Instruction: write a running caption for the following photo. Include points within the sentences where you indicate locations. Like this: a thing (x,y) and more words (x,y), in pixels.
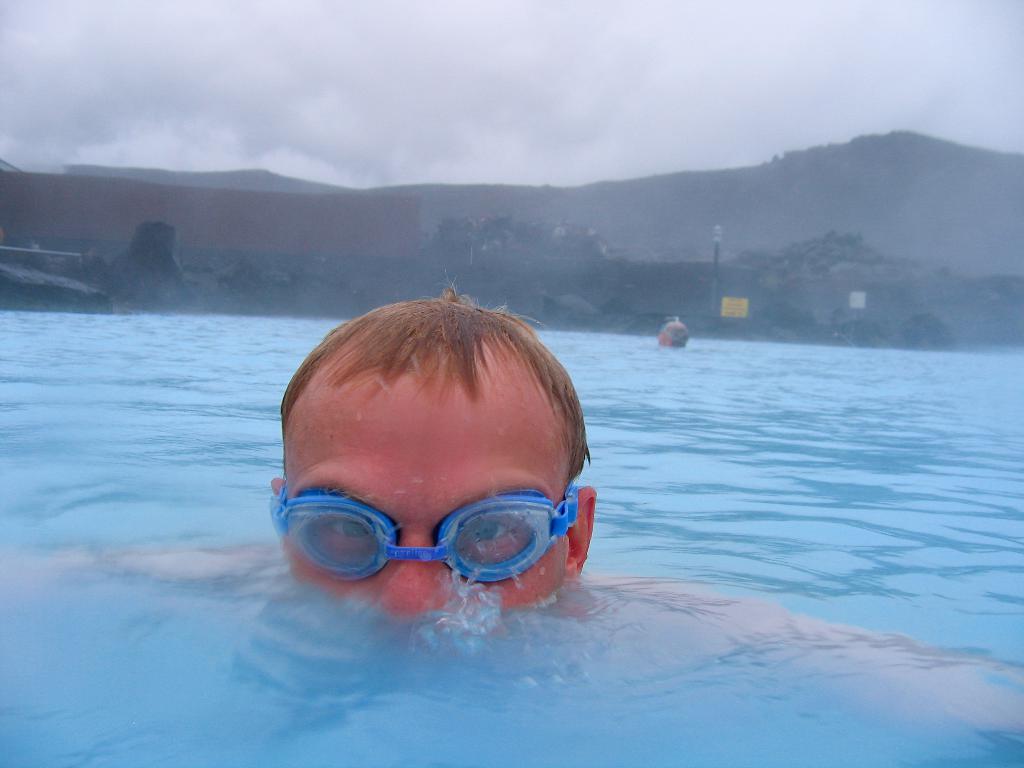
Persons (459,451) are in water (611,525). Background (912,108) there is a mountain (862,149) and sky (584,89) is cloudy.
